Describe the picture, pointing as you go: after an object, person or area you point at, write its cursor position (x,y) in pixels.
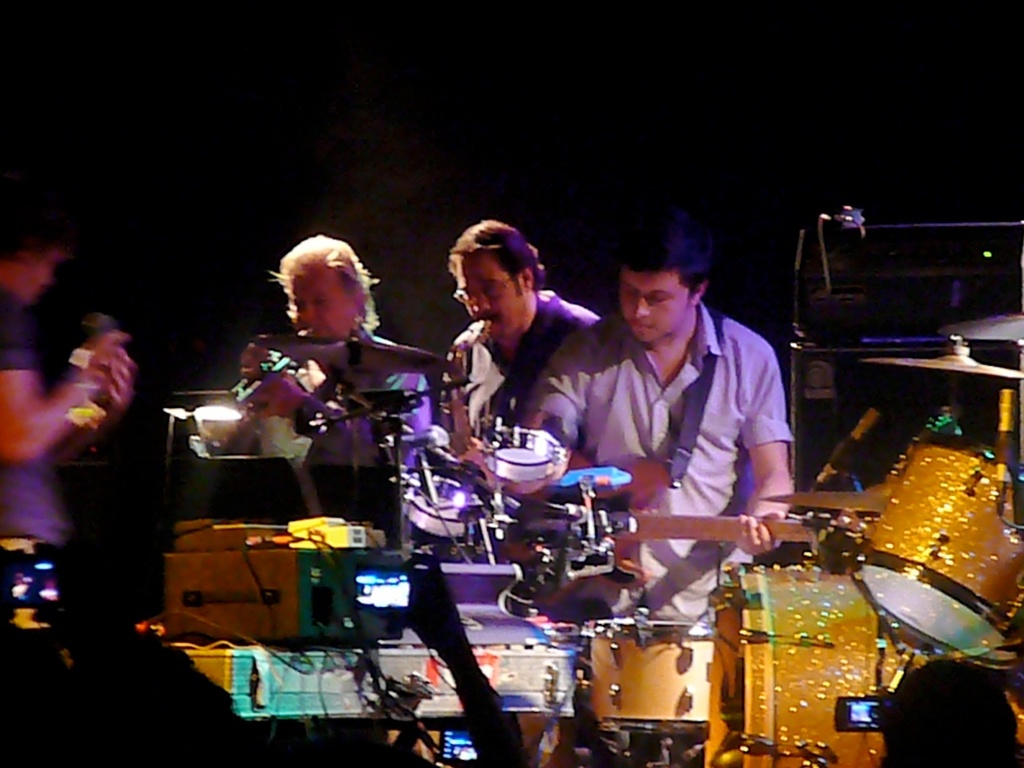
In the picture we can find some people (502,416) are playing musical instruments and in the background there is a dark shade.
